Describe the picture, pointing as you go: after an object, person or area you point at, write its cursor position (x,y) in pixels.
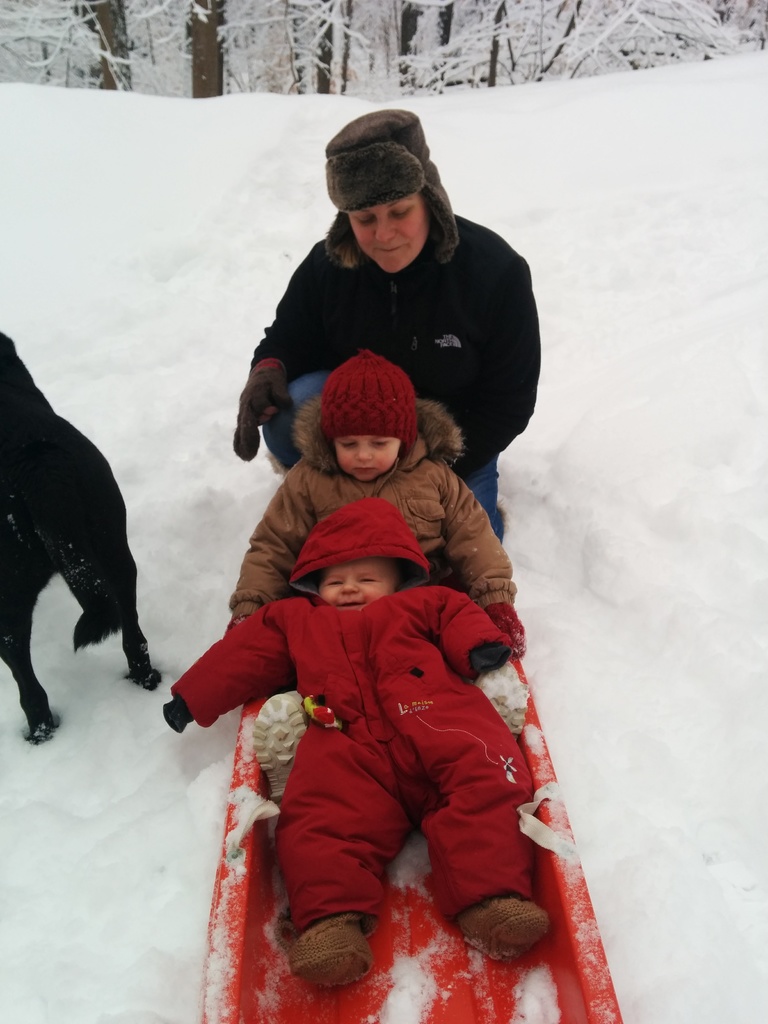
In this picture there are two persons (355,779) sitting and there is a person (491,447) on knee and there is a dog (40,542) standing. At the back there are trees (101,84). At the bottom (93,730) there is snow (125,125).
